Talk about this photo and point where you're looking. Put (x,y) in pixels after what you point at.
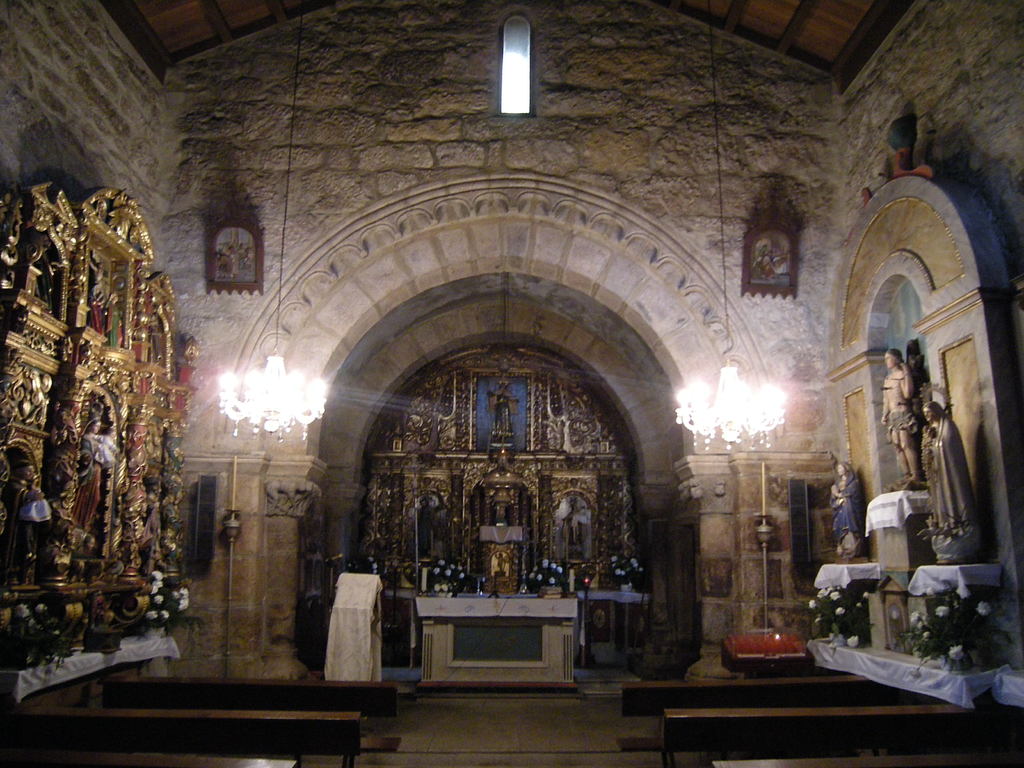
In this image we can see some sculptures (434,555), walls (522,282), chandeliers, frames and other objects (381,515). On the left (51,304) and right side of the image (908,426) there are sculptures (958,505), flower bouquets (47,645) and other objects (905,615). At the bottom of the image (694,741) there are benches (708,743) and a walkway (450,767).
